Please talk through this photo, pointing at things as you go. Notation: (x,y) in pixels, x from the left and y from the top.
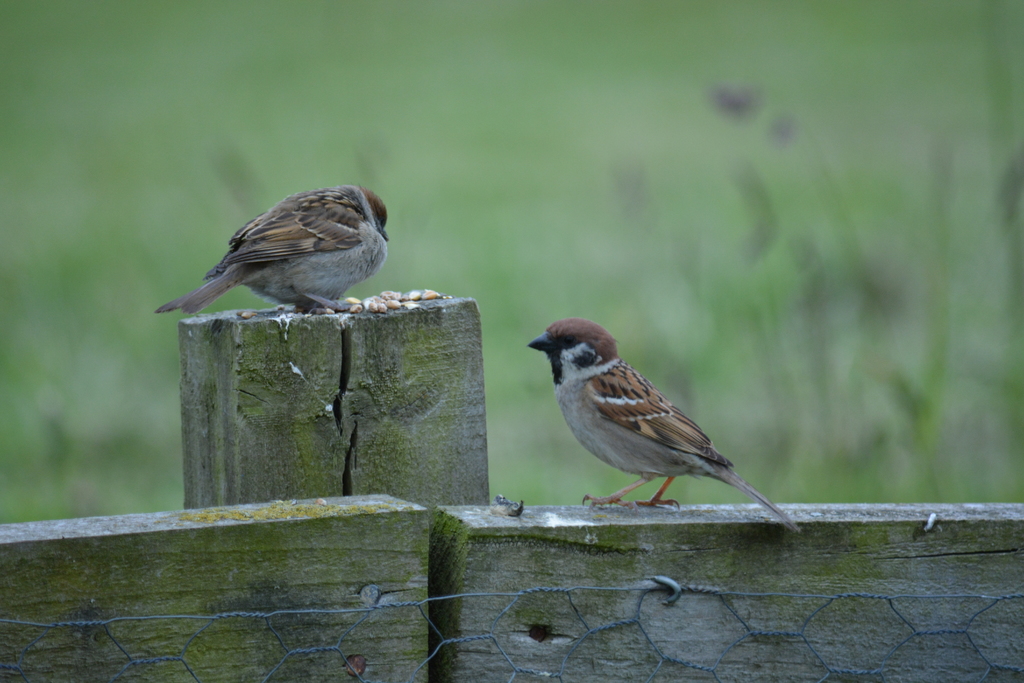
In this image we can see two birds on the wooden fence (279,586) and in the background (747,254) the image is blurred.
